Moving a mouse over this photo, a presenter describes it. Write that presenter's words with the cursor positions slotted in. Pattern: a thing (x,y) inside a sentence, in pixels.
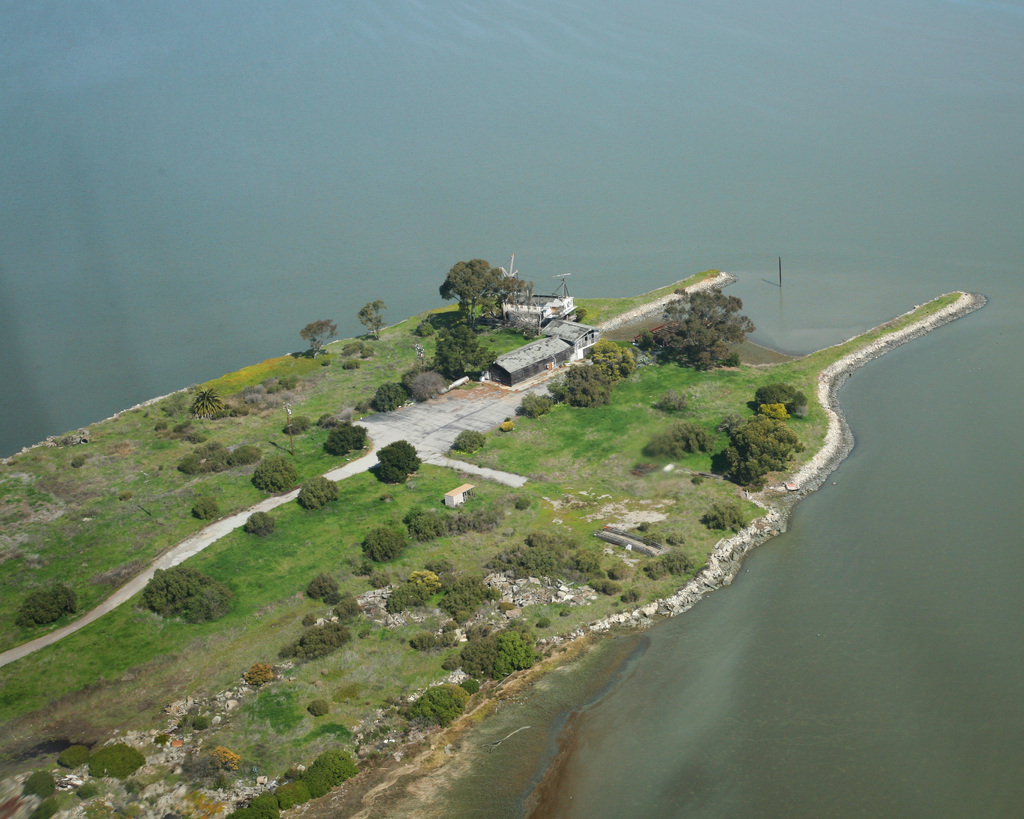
In this image we can see the houses (571,297), trees (405,448), plants (191,411), grass (227,556) and also the path (440,436). We can also see the water (848,638).
